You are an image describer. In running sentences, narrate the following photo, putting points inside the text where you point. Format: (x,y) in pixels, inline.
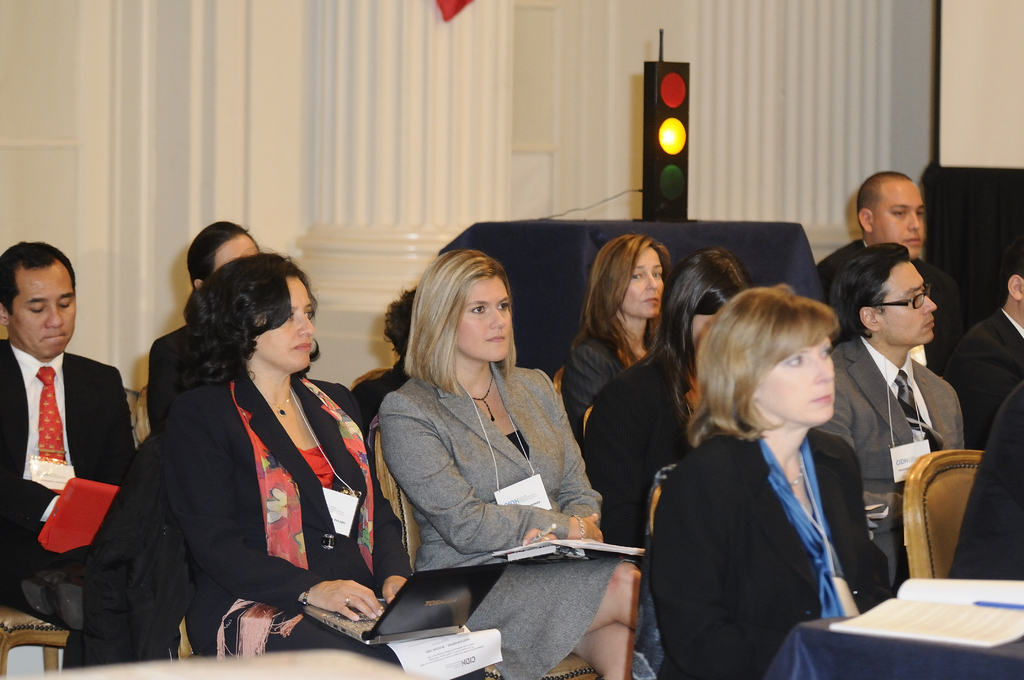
In this image, there are a few people (427,424) sitting. We can see some tables (815,661) covered with a cloth (930,644) and some objects (944,640) are placed on them. We can also see a traffic light (647,203), a pillar (696,32). We can see the wall (639,15) and an object (1011,19) at the right (967,227).
